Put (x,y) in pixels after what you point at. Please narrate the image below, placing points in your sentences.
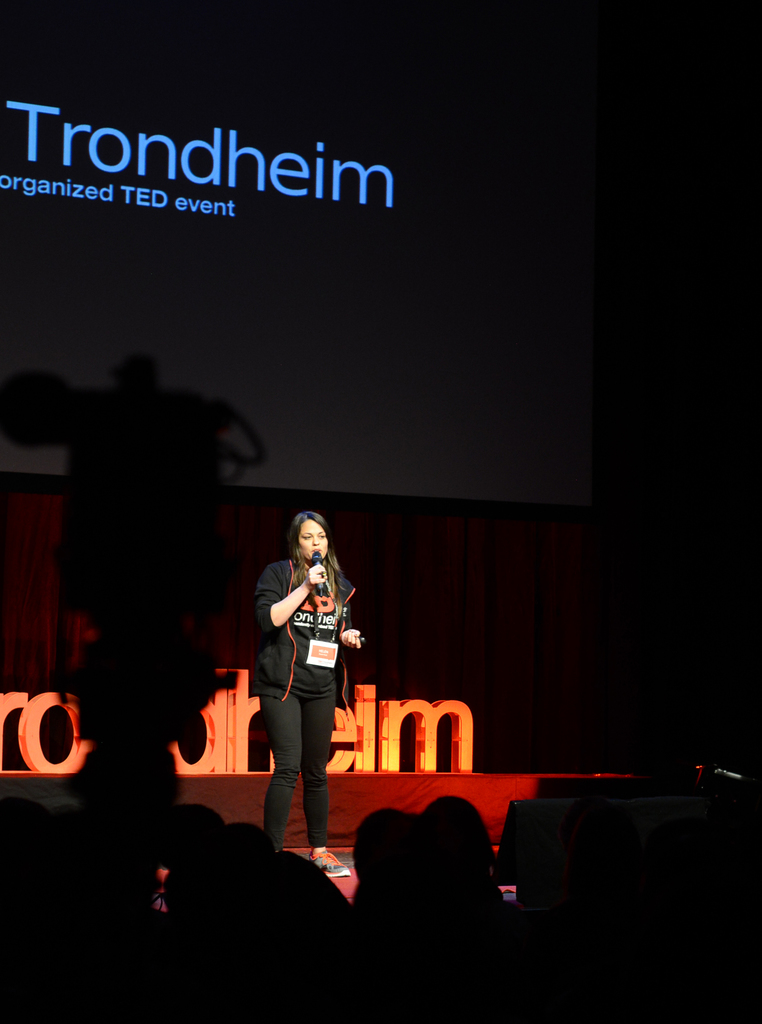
In this picture I can observe a woman (278,695) standing in the middle of the picture (294,636). She is holding a mic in her hand (318,574). In front of her there are some people (278,870). In the background (211,275) I can observe a screen (242,275).
